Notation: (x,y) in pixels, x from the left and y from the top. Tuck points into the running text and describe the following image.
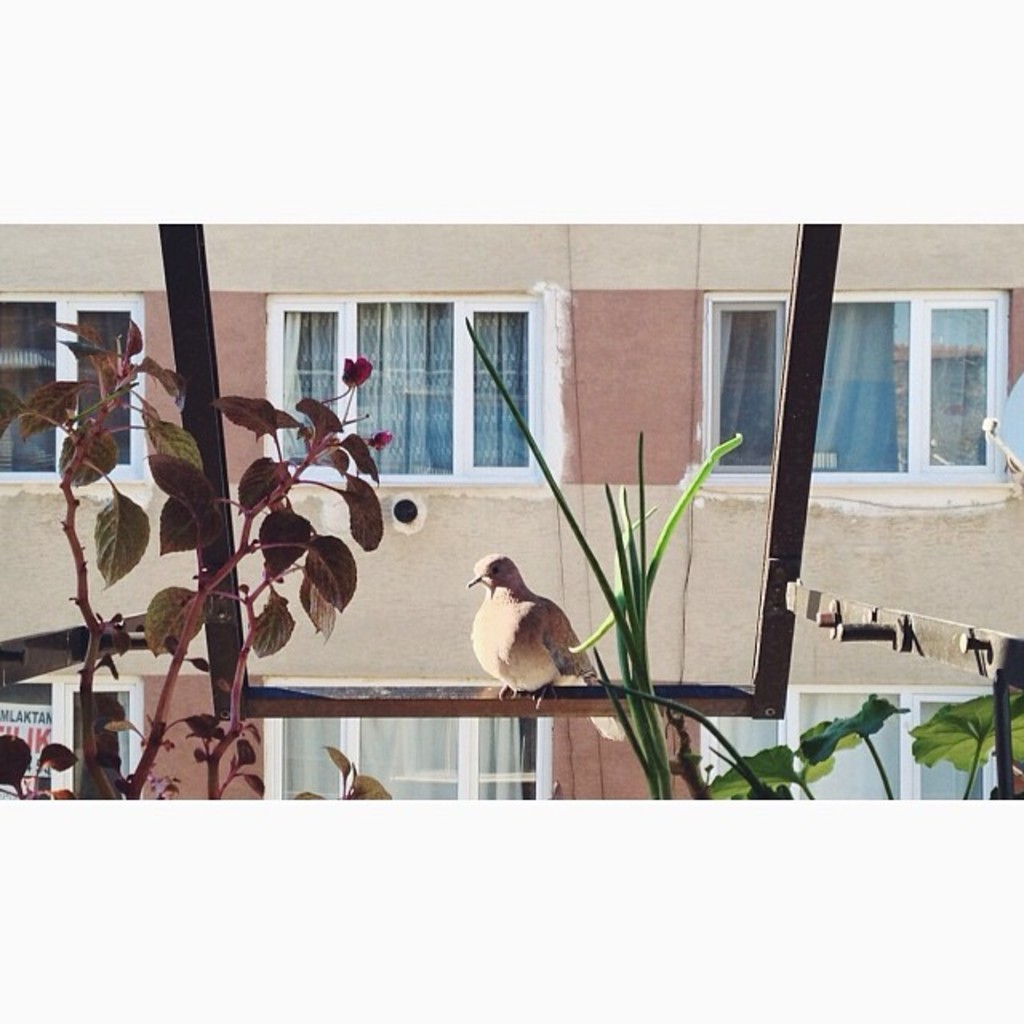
In front of the image there are branches (158,707) with leaves (161,610). Behind them there is a bird (497,639) standing on an iron object (222,526). Behind the bird (483,659) there is a wall (647,369) with glass windows (457,452). Behind the windows (932,439) there are curtains (435,433).
